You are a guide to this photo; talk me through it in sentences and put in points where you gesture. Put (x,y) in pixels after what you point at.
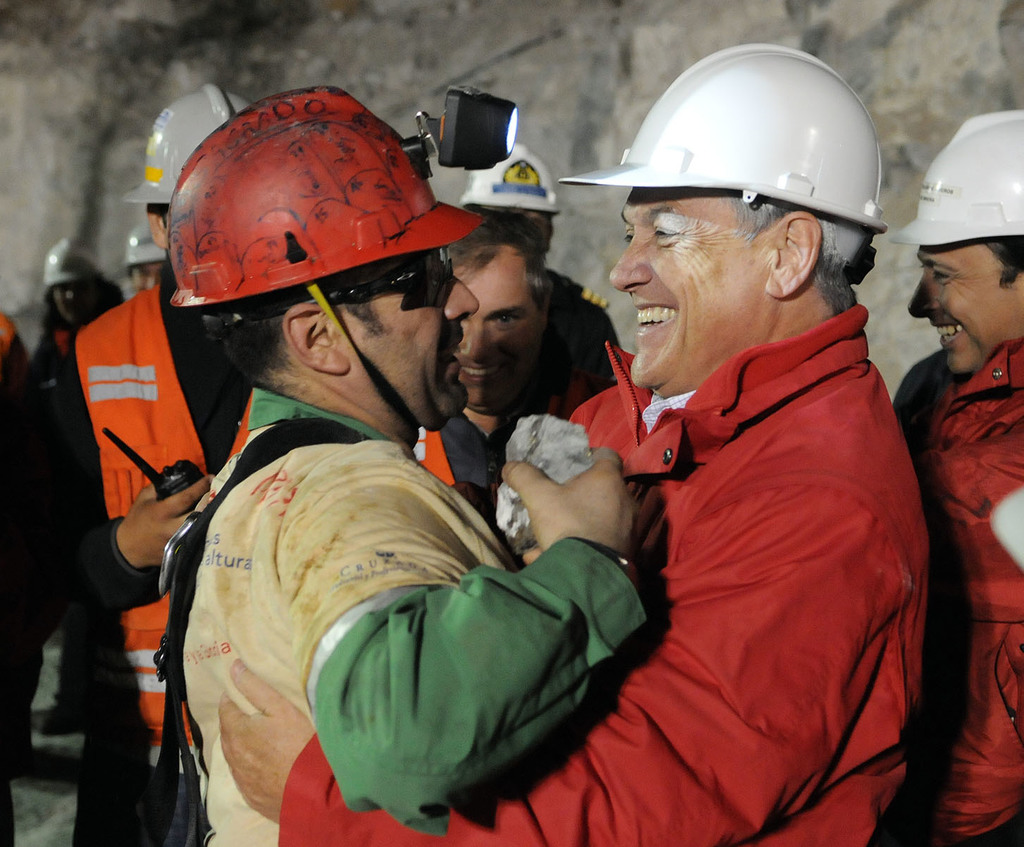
In this image I can see a group of people (1006,681) are standing on the floor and are wearing helmets (859,251). In the background (890,300) I can see a wall (193,59) of stone (493,64). This image is taken may be during a day.
